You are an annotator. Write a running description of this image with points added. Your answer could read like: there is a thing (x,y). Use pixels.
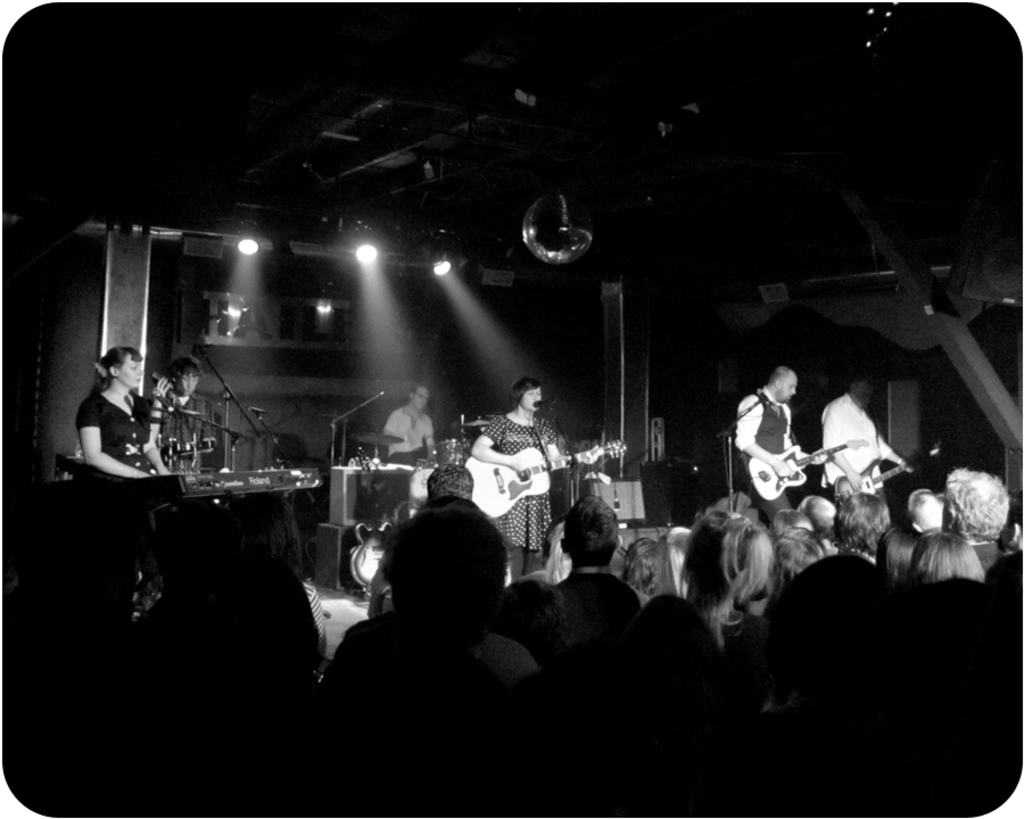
It is a black and white image and it is a music concert there are six people (396,445) playing the music and in front of them there are many people (479,594) enjoying the music and in the background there are some lights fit to the roof (423,255).
